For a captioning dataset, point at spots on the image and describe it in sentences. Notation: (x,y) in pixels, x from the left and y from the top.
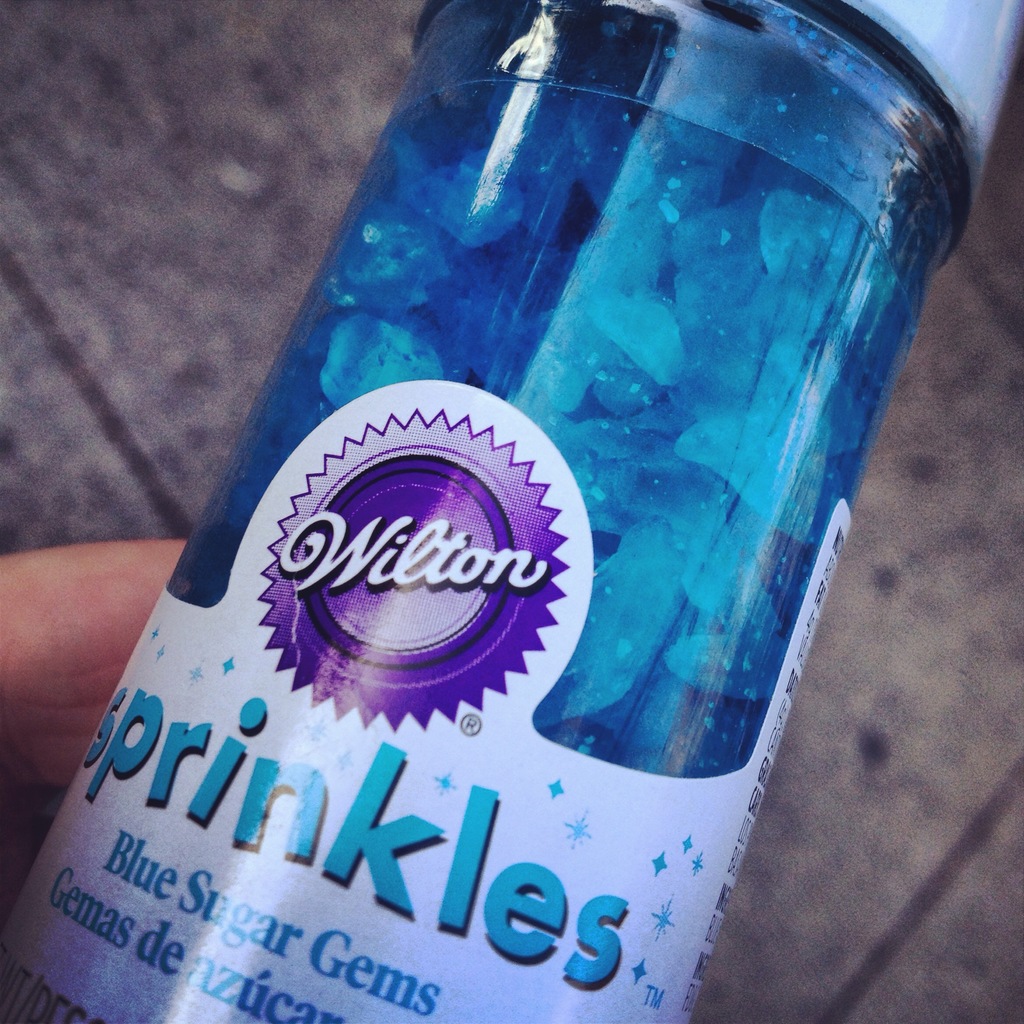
In this image there is a blue colour bottle (300,614) labelled as sprinkles having few gems (469,137) in it.
